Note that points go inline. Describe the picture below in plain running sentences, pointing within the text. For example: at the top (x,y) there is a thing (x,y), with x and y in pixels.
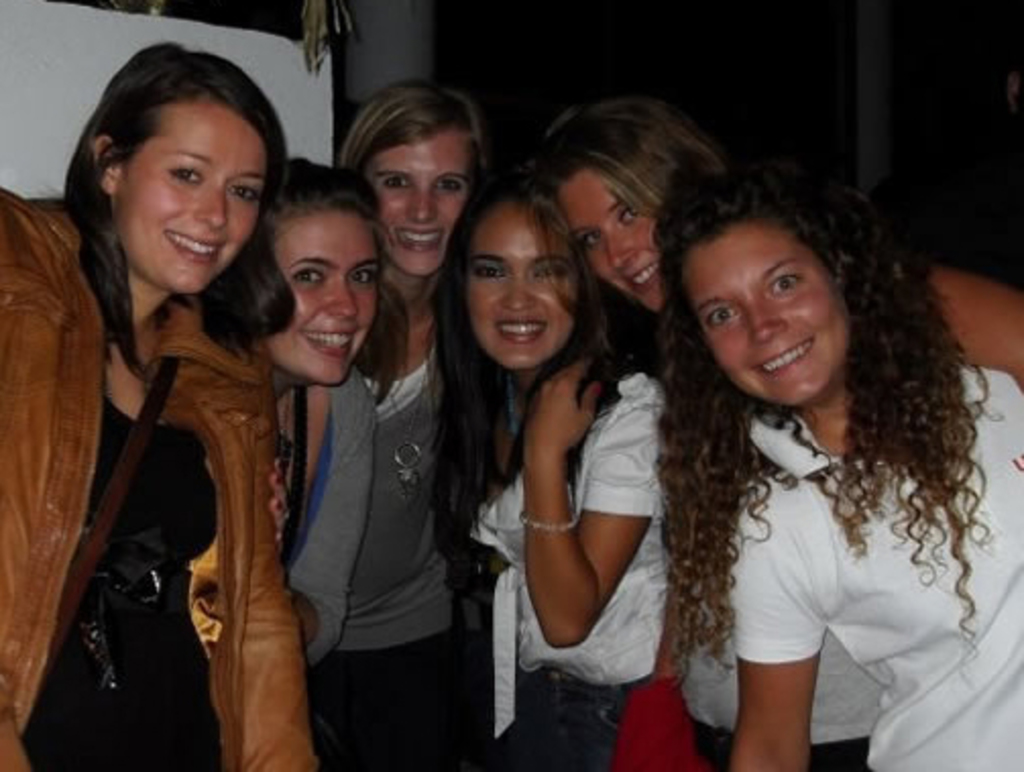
In this image there are a group of people (686,254) who are standing and smiling, and in the background (386,53) there are some objects (351,62).
